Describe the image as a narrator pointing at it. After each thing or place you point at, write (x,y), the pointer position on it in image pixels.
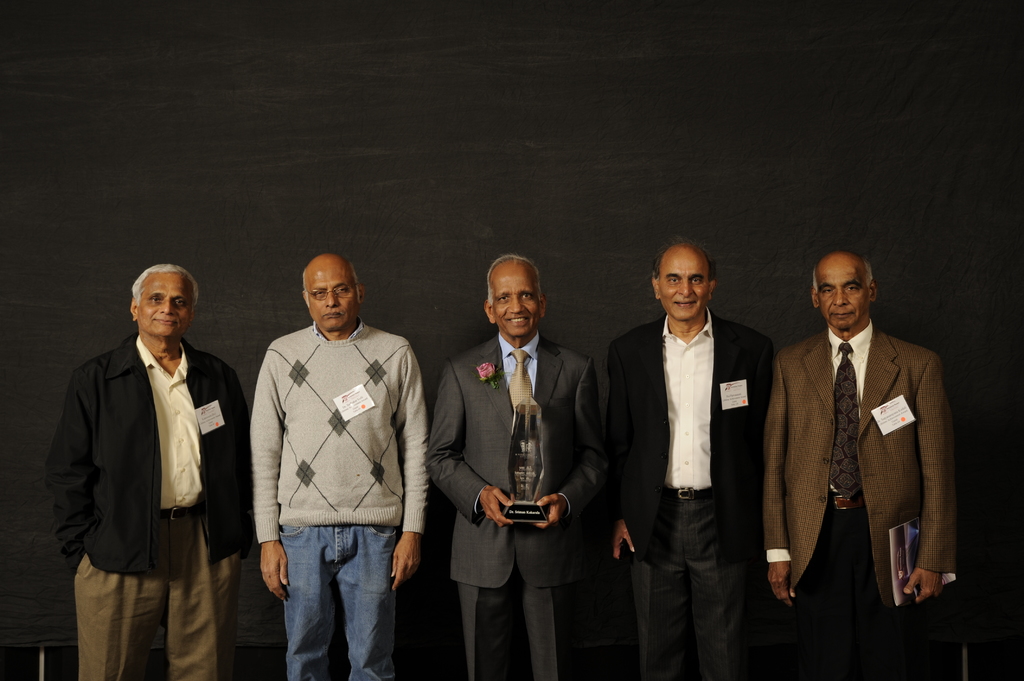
In this image I can see the group of people (321,494) with different color dresses (269,448). I can see two people (479,513) are holding few objects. I can see the black background (410,108).
